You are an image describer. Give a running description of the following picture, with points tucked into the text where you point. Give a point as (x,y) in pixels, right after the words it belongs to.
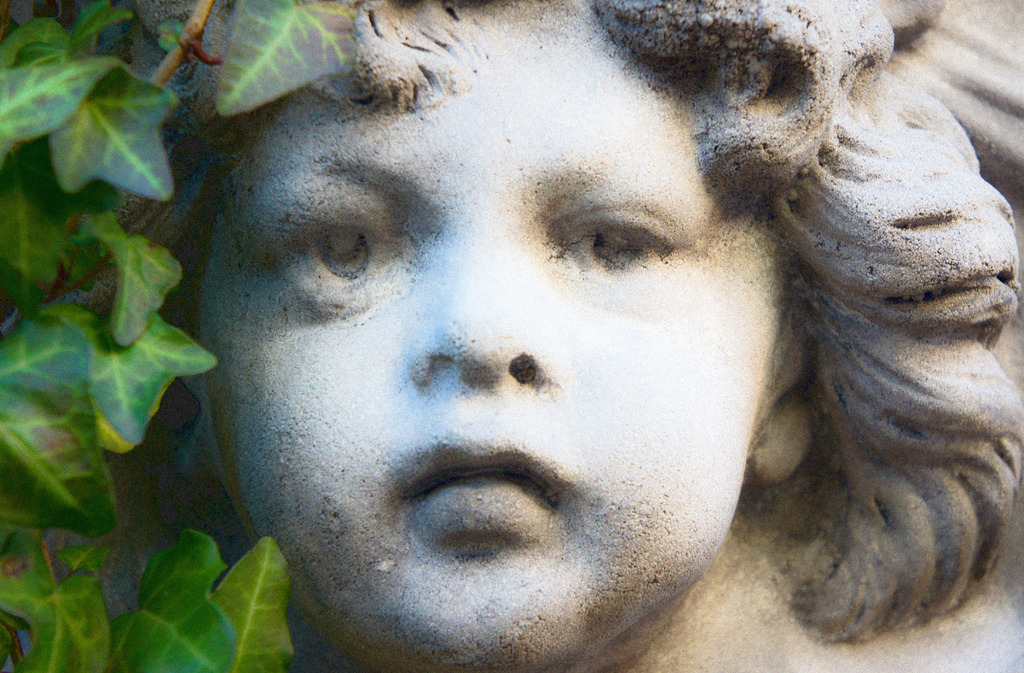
In this image I can see a person statue (662,256) which is in white and black color. I can see few green leaves (83,140).
